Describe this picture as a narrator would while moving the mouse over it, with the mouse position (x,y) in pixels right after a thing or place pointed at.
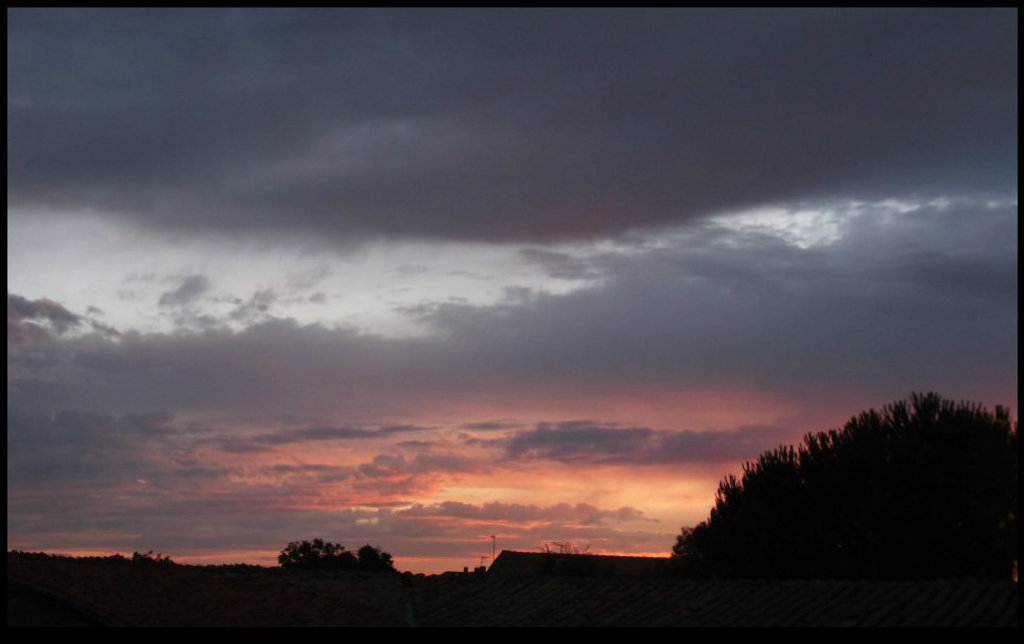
In this picture we can see a few trees (796,534). Sky (512,463) is cloudy.
